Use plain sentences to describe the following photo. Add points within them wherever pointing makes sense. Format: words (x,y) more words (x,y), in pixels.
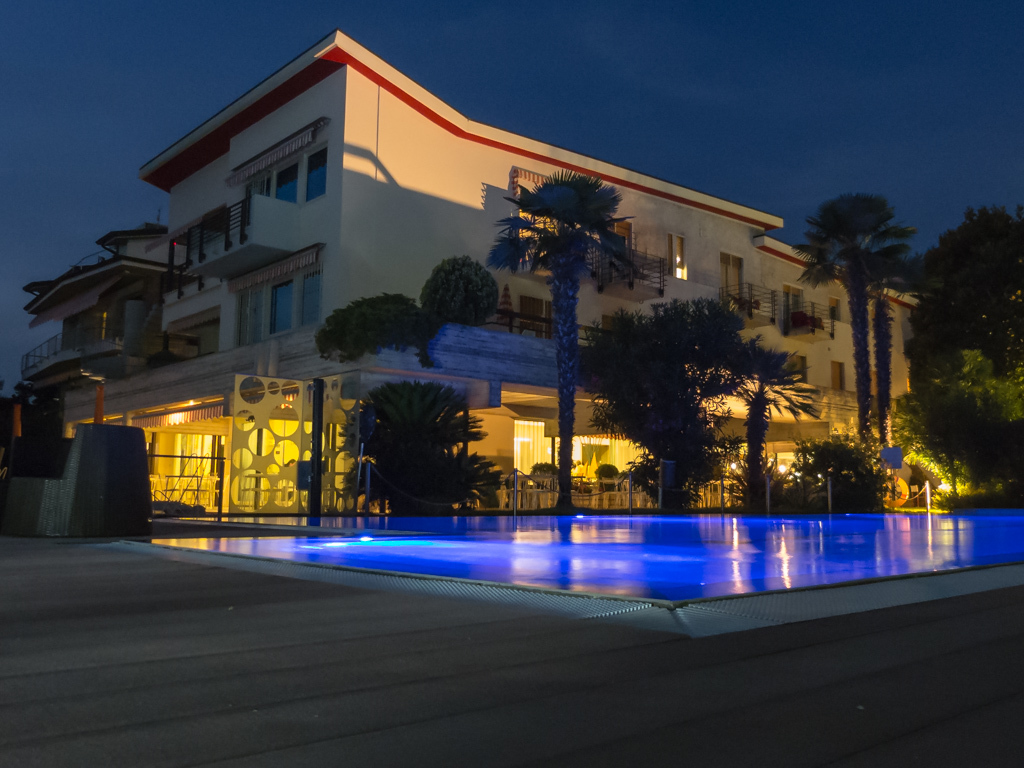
In this image in the center (664,294) there is one building (483,342) and in the foreground (570,444) there are some trees (926,426) and swimming pool (501,533), and also there are some plants (794,500) on the left side (47,498) there is an object (128,484). At the bottom (577,651) there is a floor (462,651) and on the top of the image (778,76) there is sky (110,139).
